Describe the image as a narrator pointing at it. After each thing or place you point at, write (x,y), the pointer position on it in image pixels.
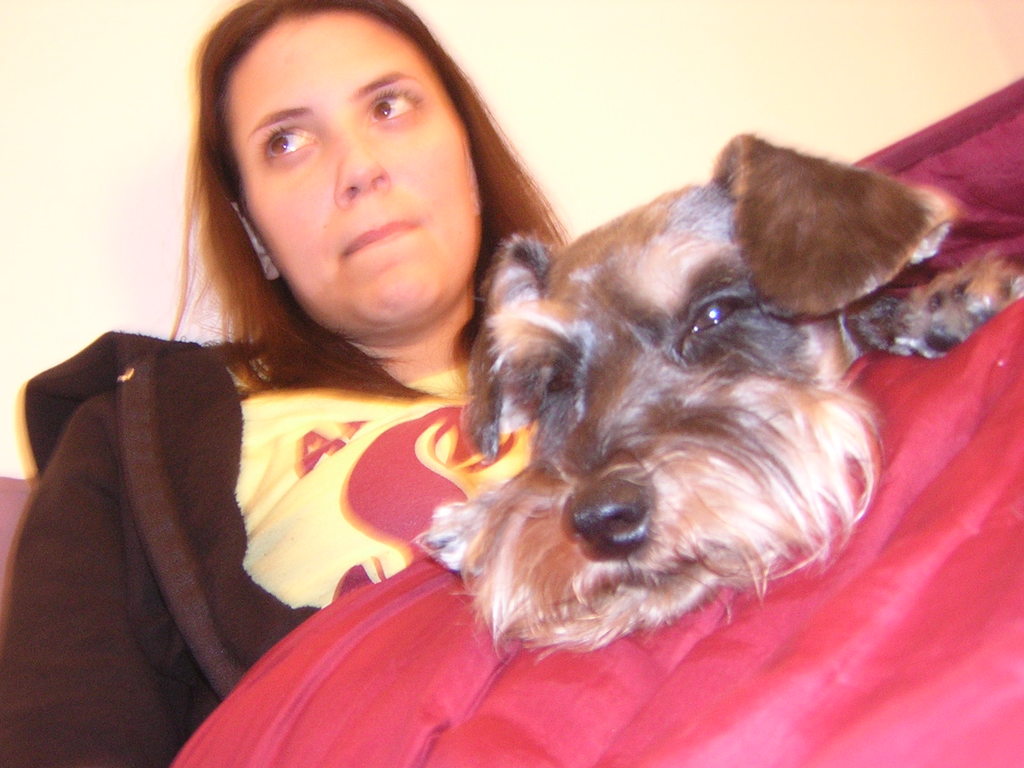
In this image we can see a woman (506,436). We can also see the red color blanket (901,755) and also the dog (676,436). In the background (160,145) there is plain wall (767,96).
